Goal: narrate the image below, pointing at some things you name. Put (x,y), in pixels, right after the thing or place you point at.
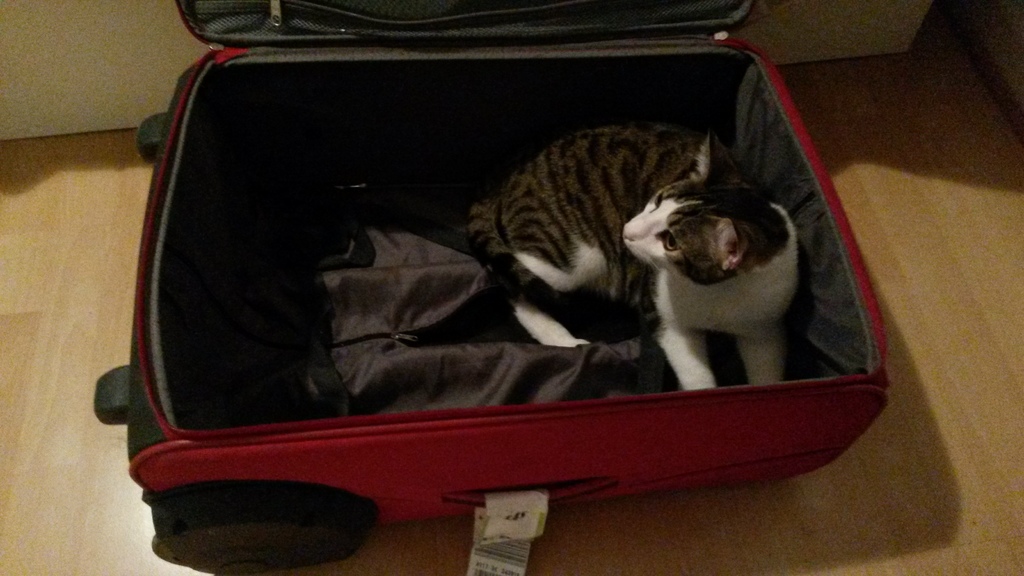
A cat (491,256) is sitting in a suitcase (515,429) which is in red color.
